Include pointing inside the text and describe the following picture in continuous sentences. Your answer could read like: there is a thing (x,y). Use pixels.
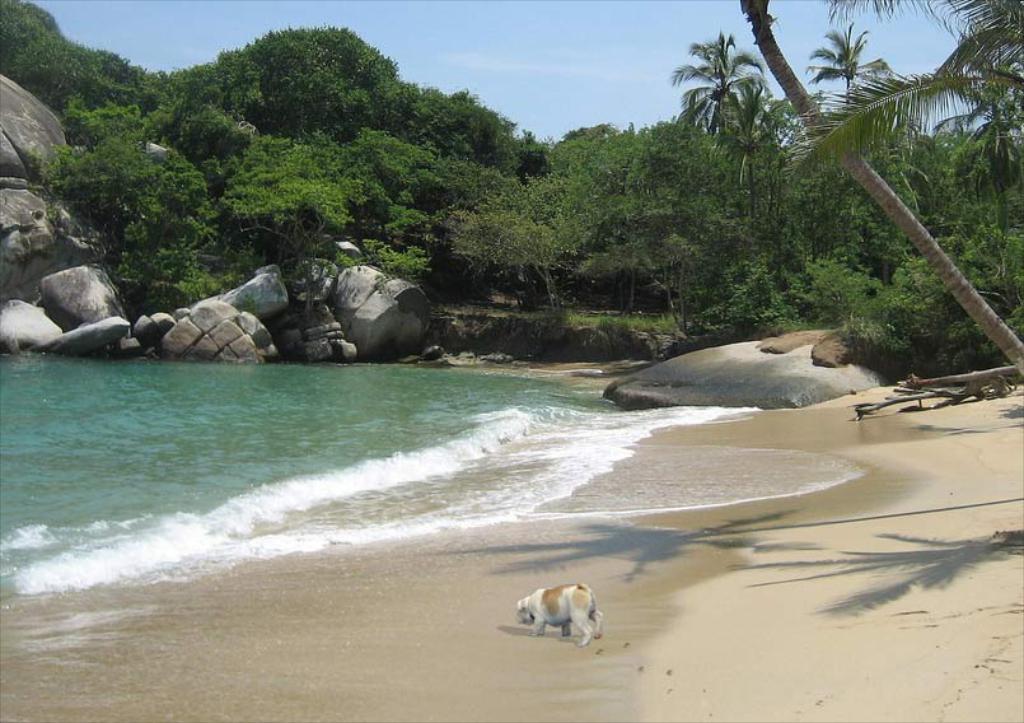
In this image we can see a dog (573,596) on the seashore (350,671) and there are some rocks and we can see some trees (776,244) and at the top (319,1) we can see the sky (663,51).
